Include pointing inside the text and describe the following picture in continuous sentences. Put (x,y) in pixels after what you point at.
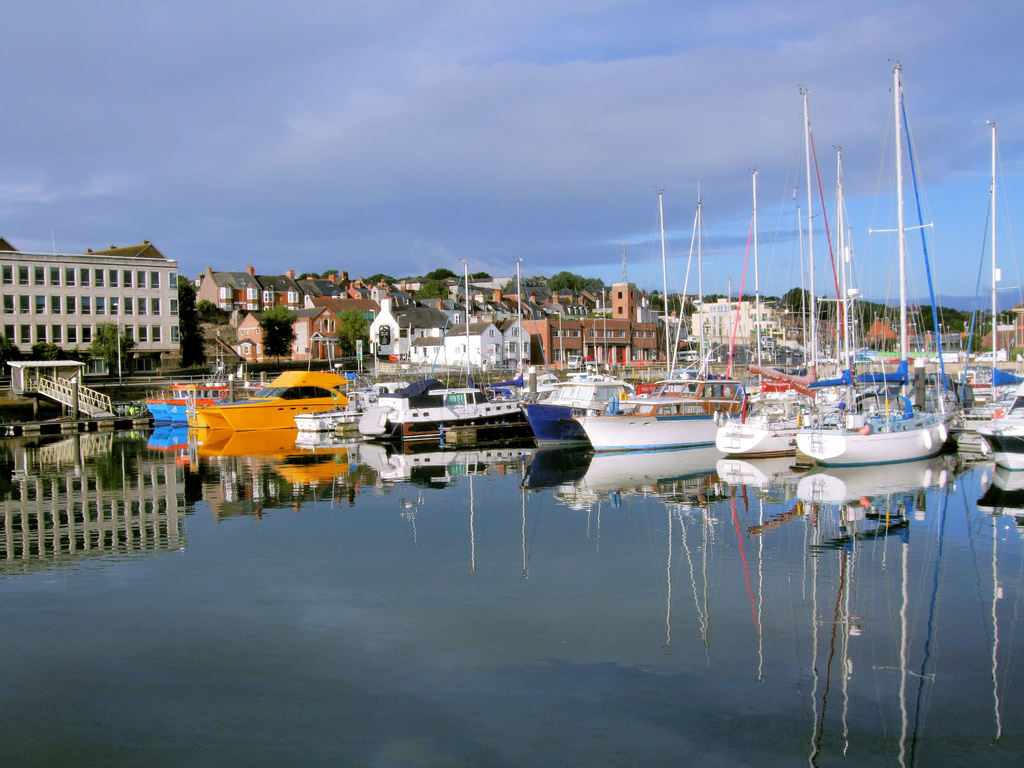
In this image I can see the boats (569,424) on the water (300,592) and these boats (581,437) are colorful. To the left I can see the railing (61,389). In the background (477,345) I can see many buildings (315,331), trees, clouds (370,193) and the sky (402,191).
